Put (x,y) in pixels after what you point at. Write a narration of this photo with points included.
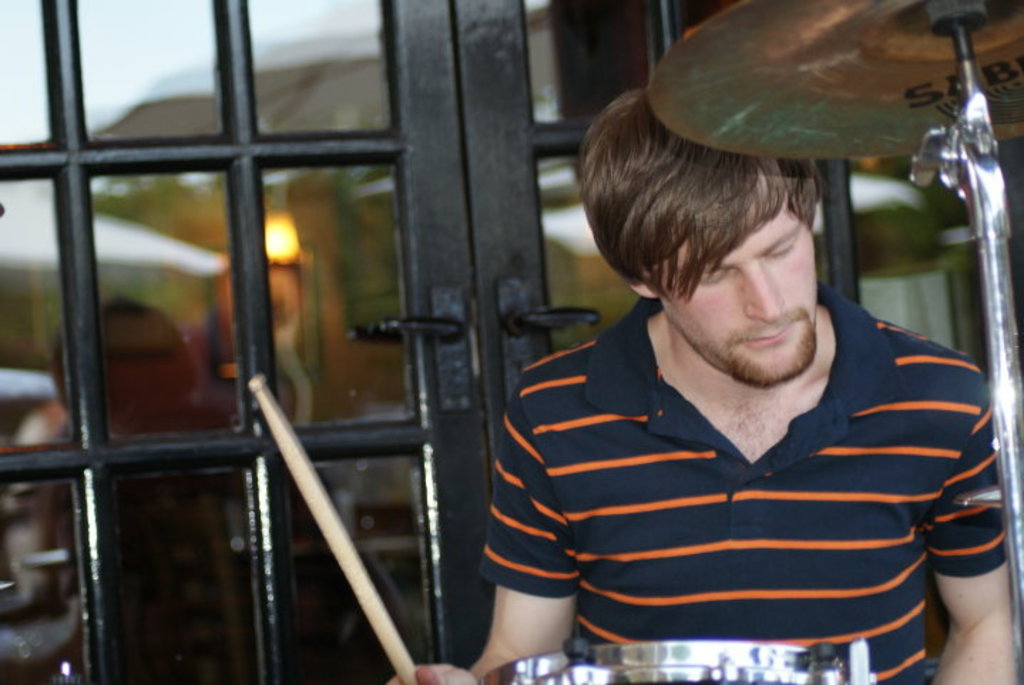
In this image a person (769,387) is sitting playing drums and behind him I can see doors (397,156). This person (776,410) is wearing Striped T shirt (779,563).
